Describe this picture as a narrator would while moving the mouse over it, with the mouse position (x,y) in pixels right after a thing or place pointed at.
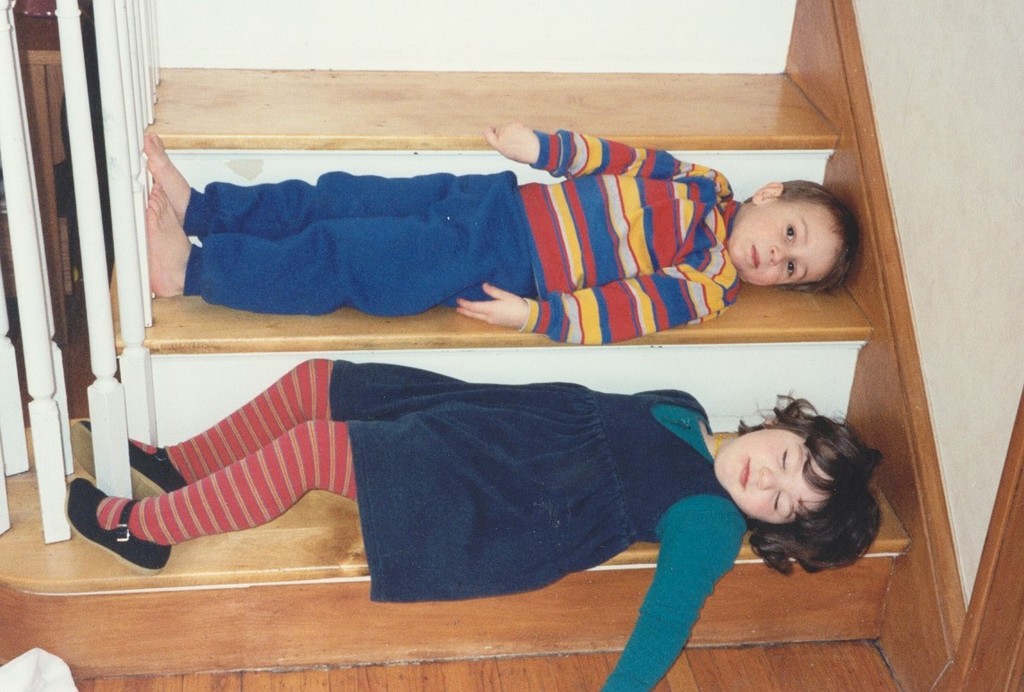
This image is taken indoors. On the right side of the image (939,225) there is a wall (910,250). On the left side of the image (19,241) there is a railing (28,286). At the bottom of the image (582,659) there is a floor (743,660). In the middle of the image (483,327) two kids (501,514) are lying on the stairs (438,339).
